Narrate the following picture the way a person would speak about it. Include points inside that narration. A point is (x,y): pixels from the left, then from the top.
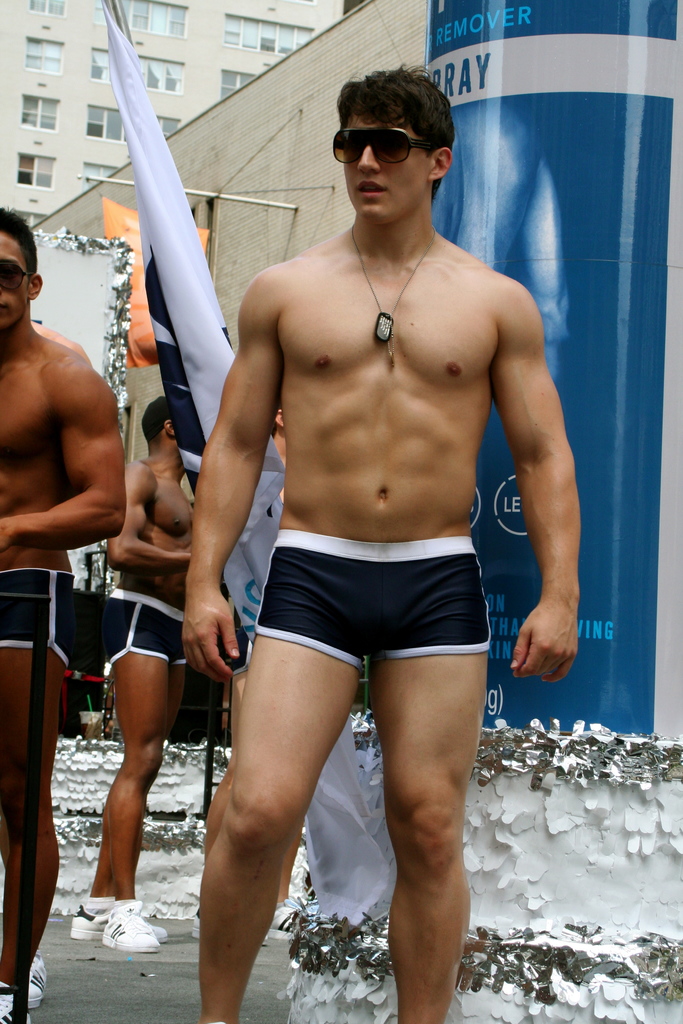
There are people (286,468), and a flag (194,450) in the foreground area of the image (326,389), it seems like a wall (297,201), other objects (497,14) and a building (75,185) in the background (276,197).
